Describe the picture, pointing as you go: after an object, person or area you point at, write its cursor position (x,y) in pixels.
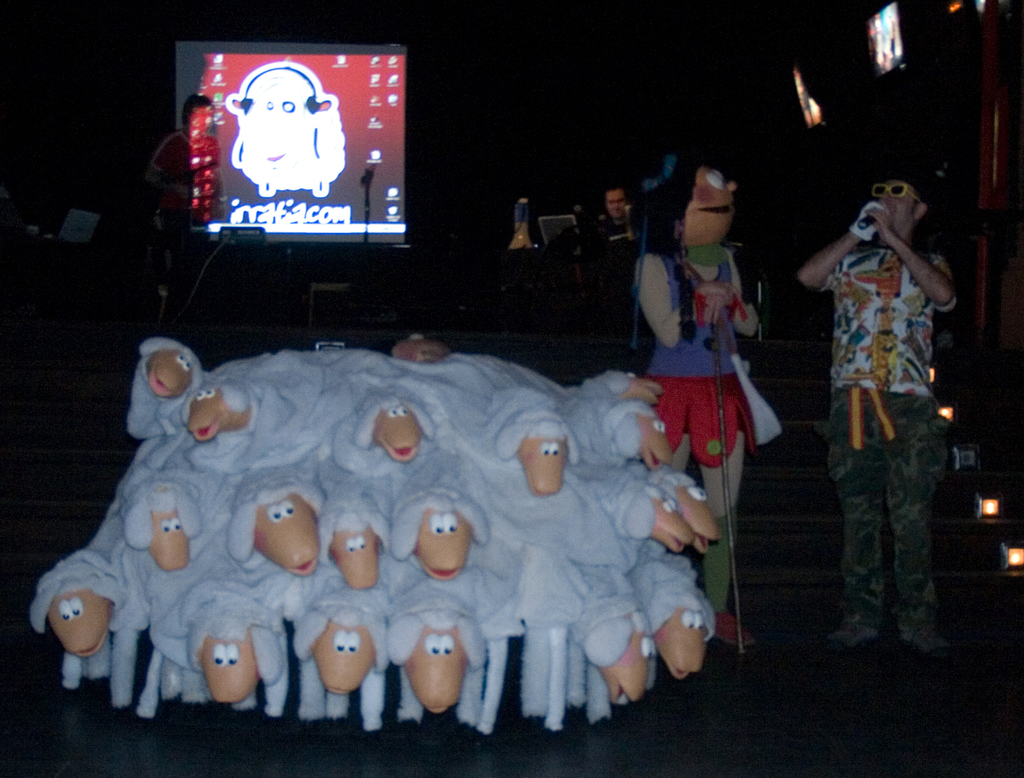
In this image there are toys of sheep's (613,498), there are four persons (854,237) standing, a person (718,302) in a fancy dress (669,305), there are stairs (294,327), lights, chairs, screens (308,230).
